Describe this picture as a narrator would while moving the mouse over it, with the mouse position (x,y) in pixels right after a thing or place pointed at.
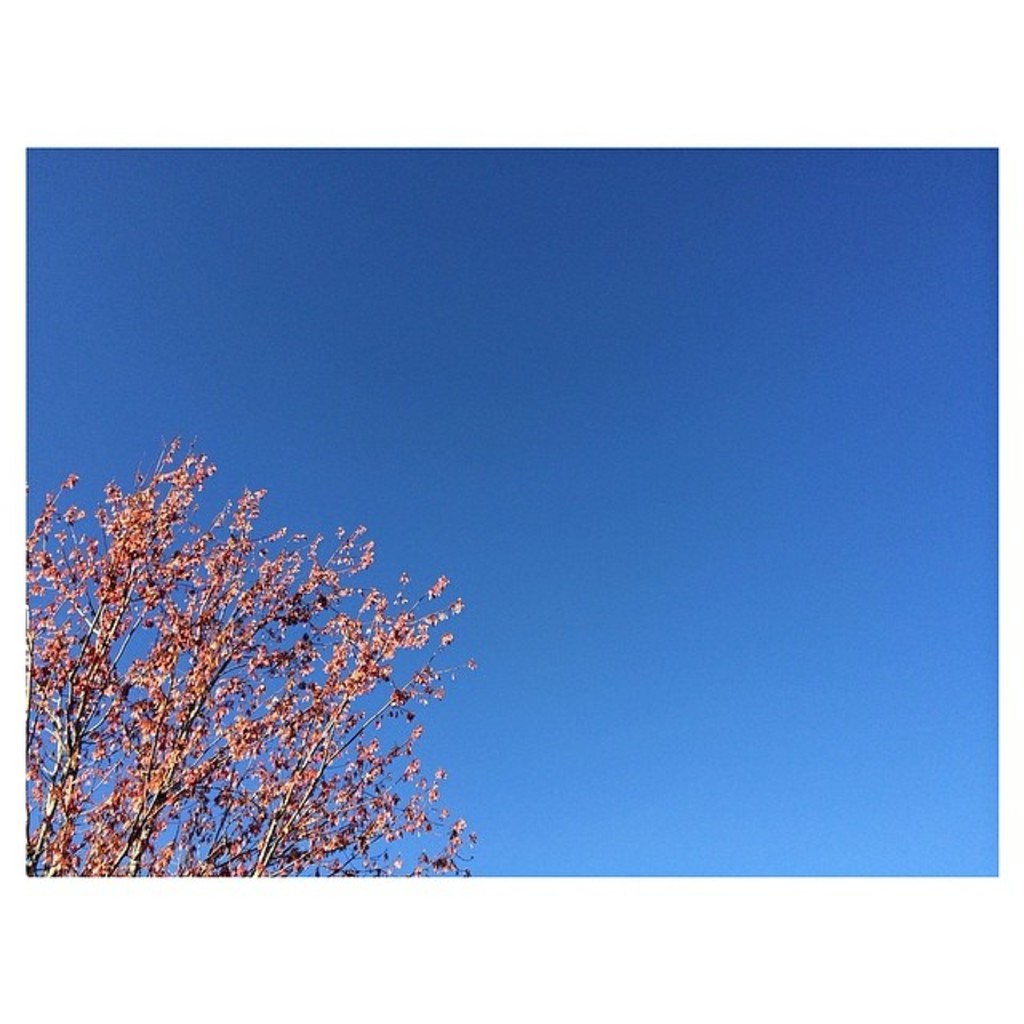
In this image we can see some branches (344,790) of a tree (310,790). We can also see the sky (616,678) which looks clear.
